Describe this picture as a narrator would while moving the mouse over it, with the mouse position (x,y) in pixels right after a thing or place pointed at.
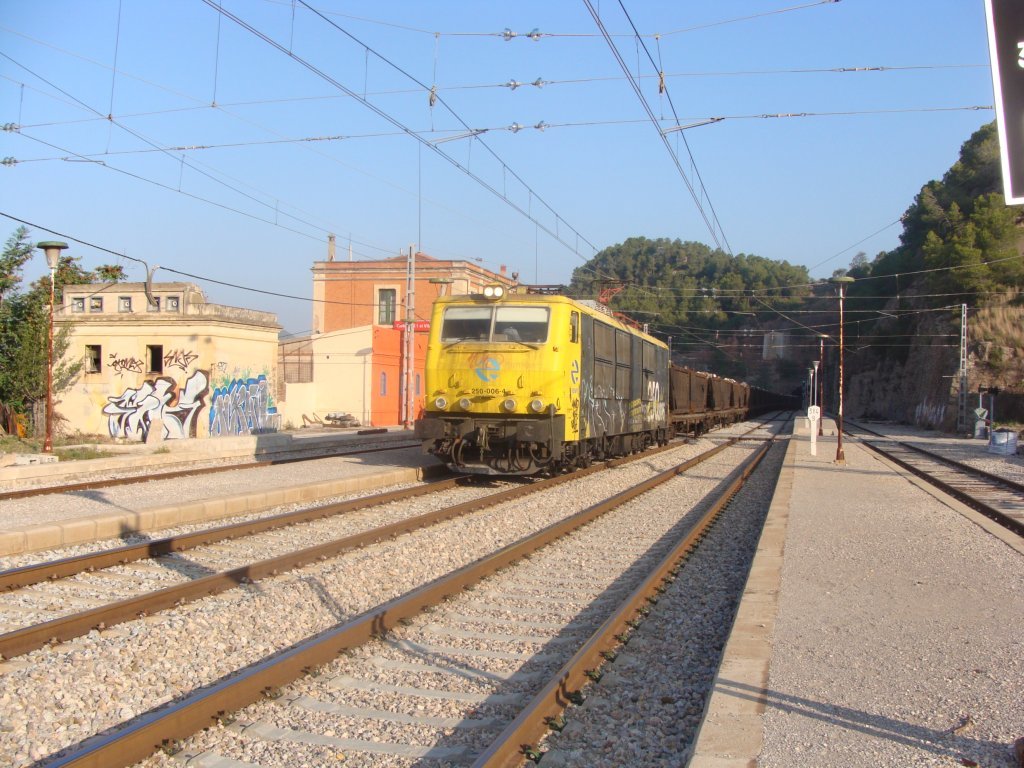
In this image I can see a train (592,428) on the railway track (560,477). It is in yellow, black and brown color. Back I can see a buildings (262,347), windows (157,358) and poles (51,253). I can see wires (483,178) and trees (662,248). The sky (486,240) is in blue color.
